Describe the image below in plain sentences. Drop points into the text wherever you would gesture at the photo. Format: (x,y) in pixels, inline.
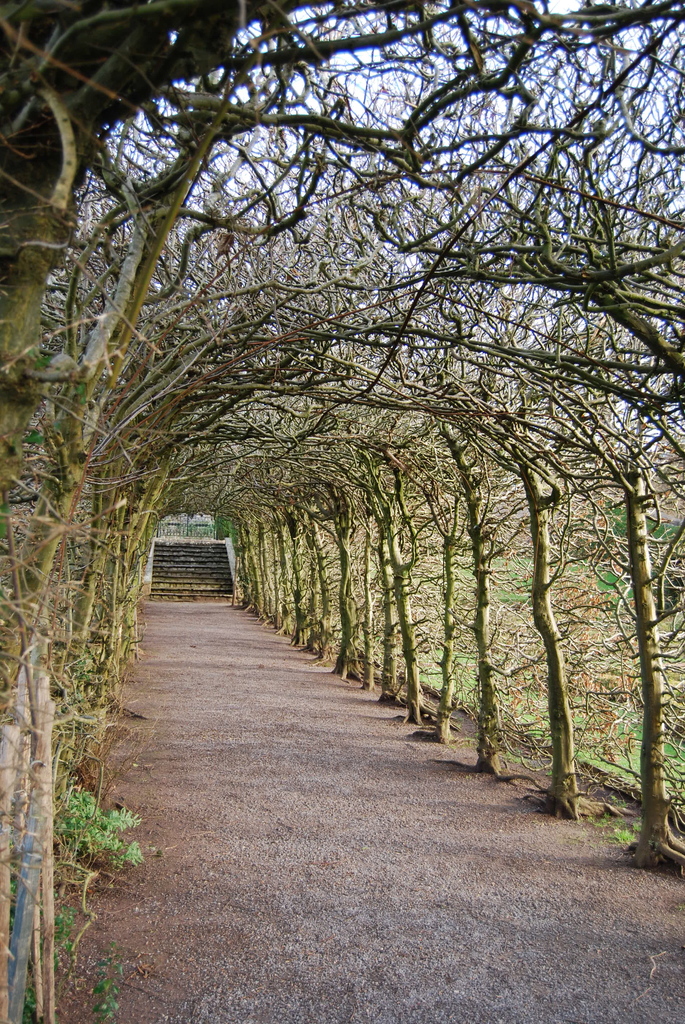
In this image, we can see trees (283,321) and there are stairs (201,564). At the bottom (244,867), there is ground (302,881).
